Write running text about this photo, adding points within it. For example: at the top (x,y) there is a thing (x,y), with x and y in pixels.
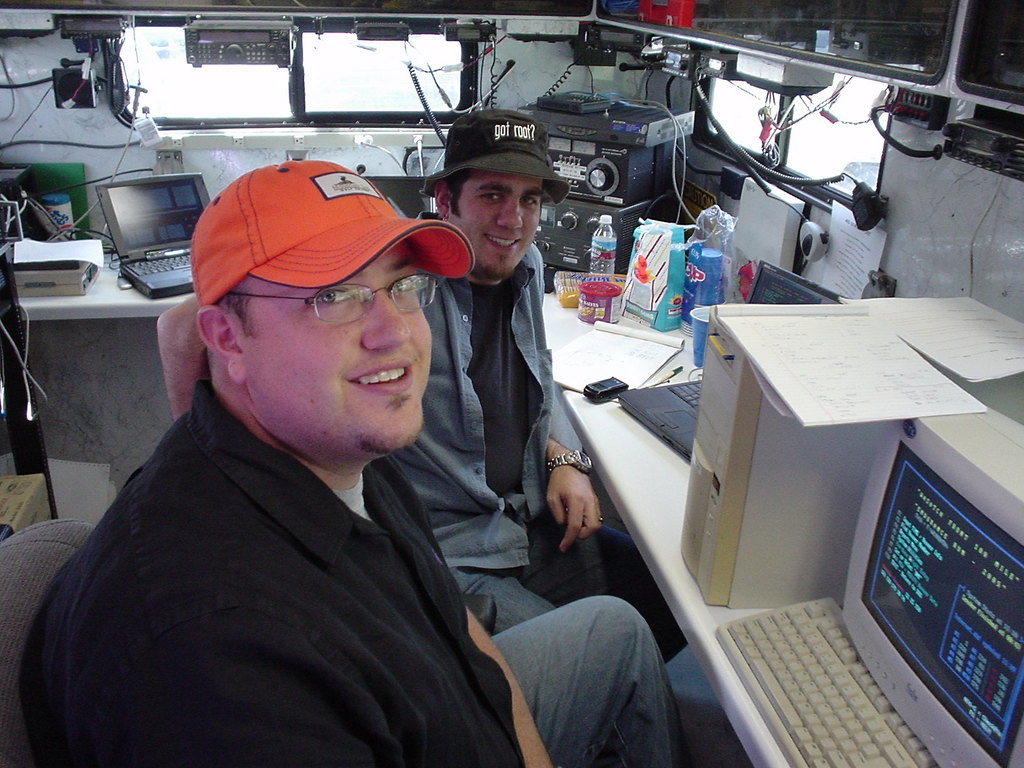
In the foreground of this image (406,481), there are two men (418,577) sitting on the chairs (34,589) in front of a desk (620,500) on which there is a monitor (896,622), keyboard (767,639), CPU (750,498), few papers (847,328), laptop (687,422), a mobile phone (614,383), box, glass (704,316), bottles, covers (662,252), few electronic devices (602,177), cables (833,178) and at the top (808,50), there are few objects (766,80). In the background (214,136), there is a laptop (169,217), cables (117,164), electronic devices (215,49), wall (99,164) and few more objects (30,272).
